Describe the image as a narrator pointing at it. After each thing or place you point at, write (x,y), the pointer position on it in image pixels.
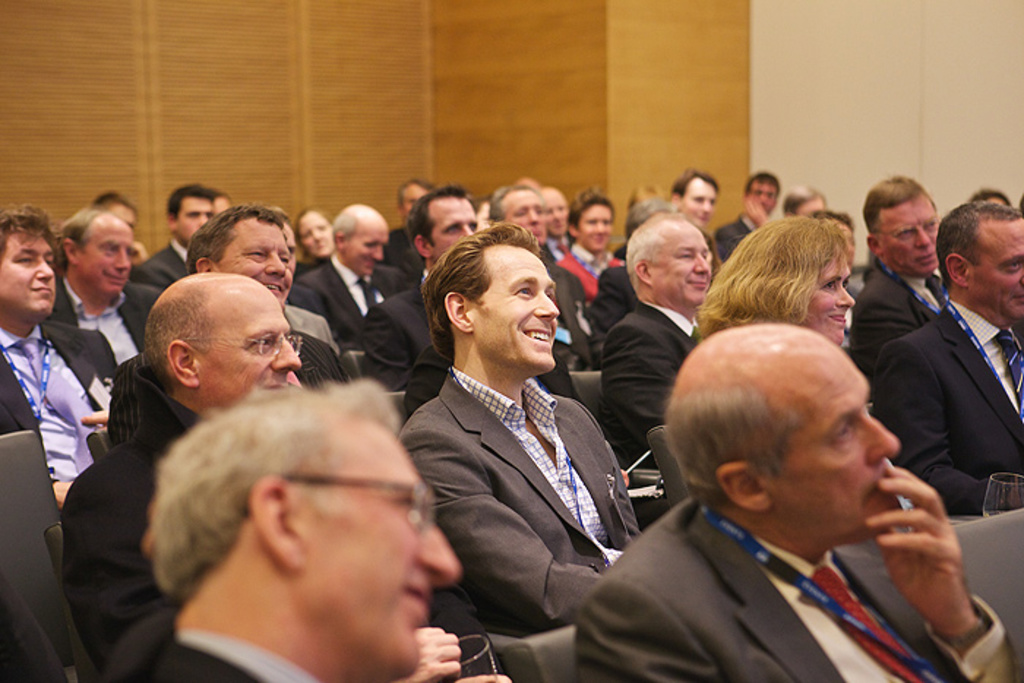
In this image in front (878,589) there are people (543,536) sitting on the chairs (41,511). Behind them there is a wall (527,67).
